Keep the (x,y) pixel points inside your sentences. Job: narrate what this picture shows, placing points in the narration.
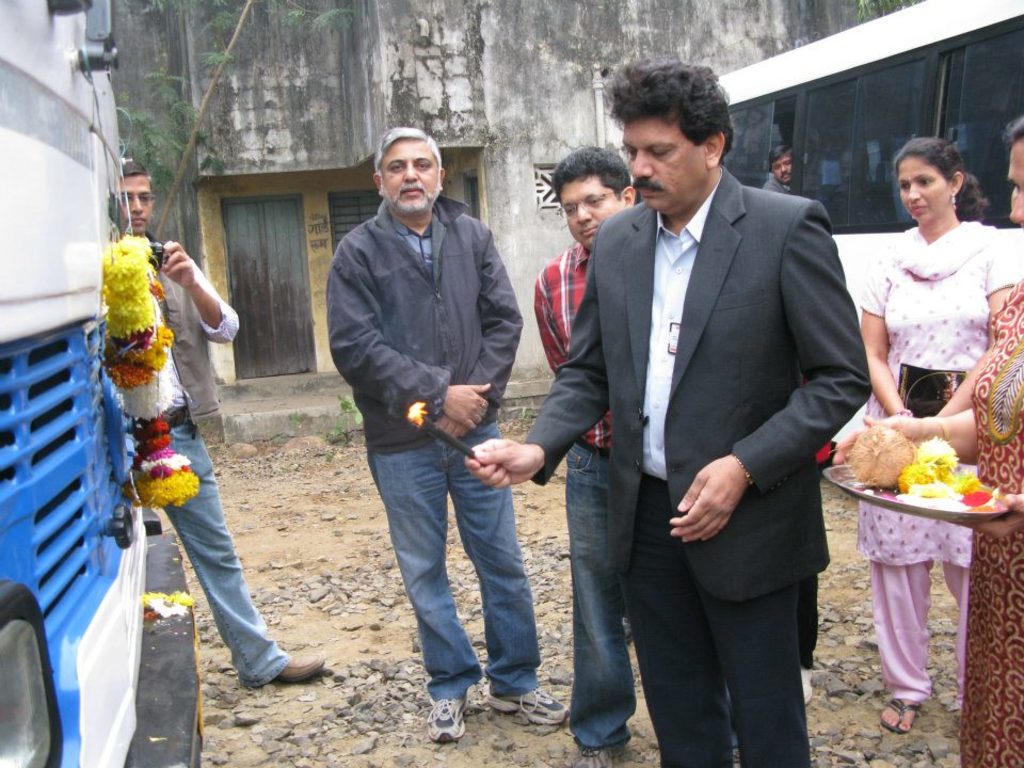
In the image there is a man (519,461) inaugurating a vehicle (99,449) and around him there are some other people (1021,358) and in the background (443,148) there is a wall (587,96) and in front of the wall (555,77) there is a bus (912,107).
